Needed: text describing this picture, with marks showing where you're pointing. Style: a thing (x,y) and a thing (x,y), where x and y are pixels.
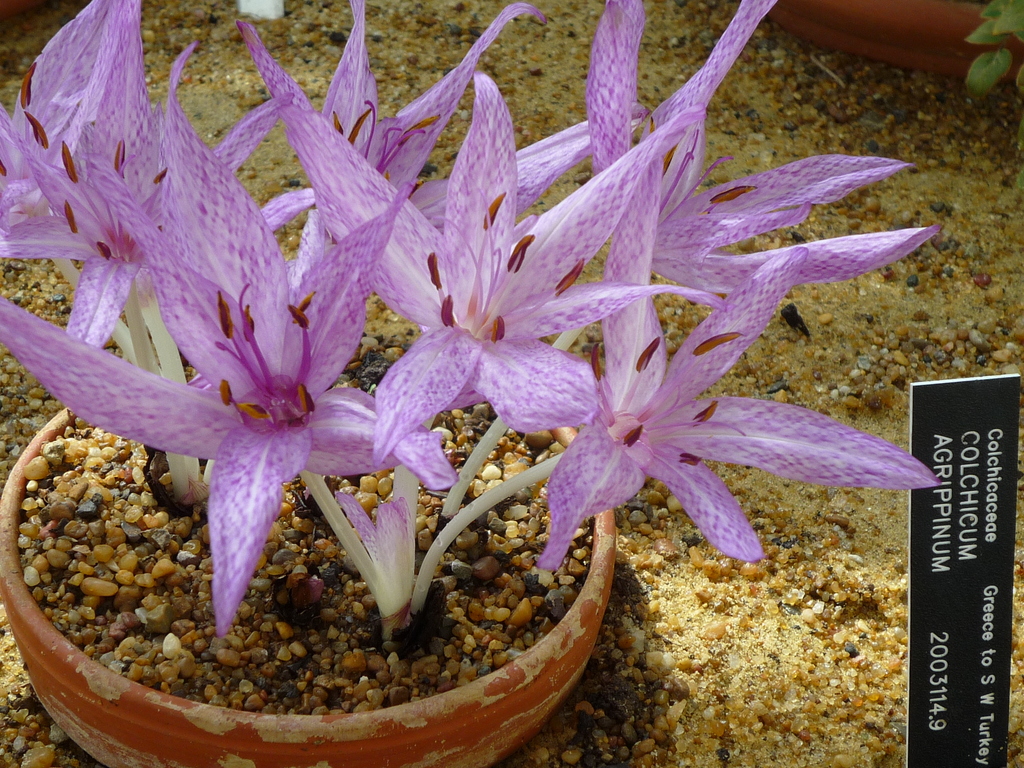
In this picture there are flowers (481,354) and pebbles (334,608) in the pot (36,649) and flowers (211,546) are in purple color and in white color. At the back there is a plant (1007,2). At the bottom (780,669) there is sand (753,708) and there are pebbles (894,670). On the right side of the image (1003,562) there is a text (994,473) on the board (1008,510).
